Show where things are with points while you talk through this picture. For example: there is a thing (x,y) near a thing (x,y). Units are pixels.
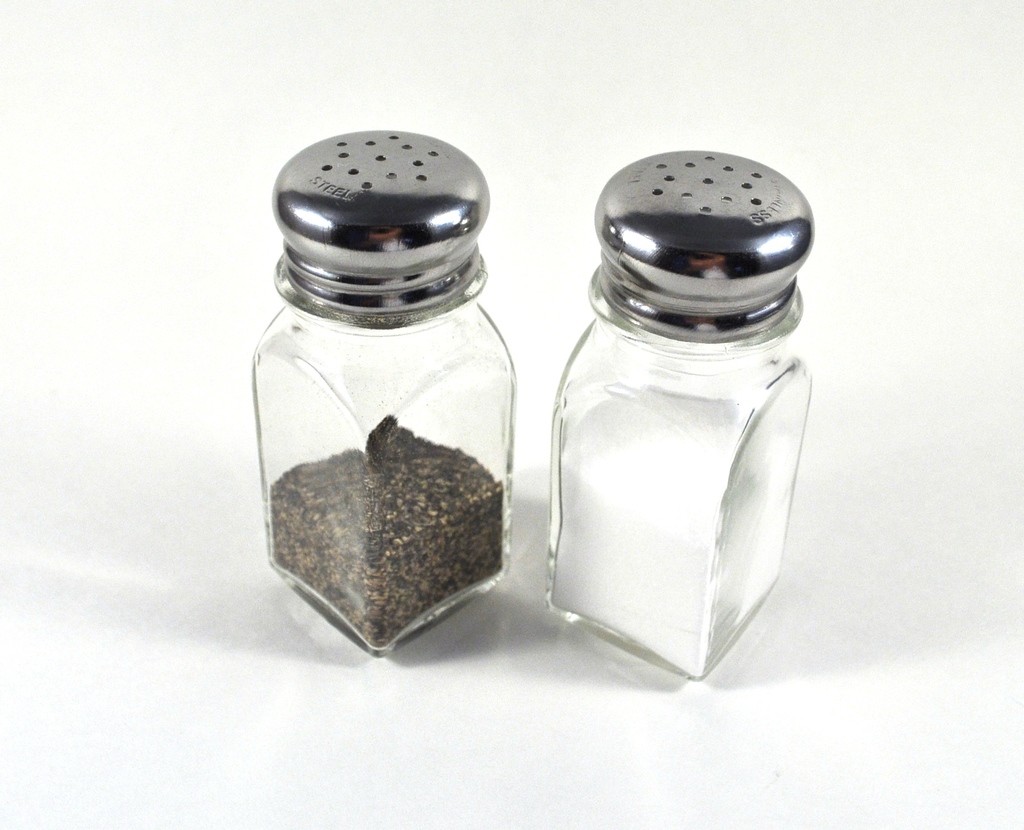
Here we can see two jars (389,430) with powders (436,557) on this white surface (914,723).
